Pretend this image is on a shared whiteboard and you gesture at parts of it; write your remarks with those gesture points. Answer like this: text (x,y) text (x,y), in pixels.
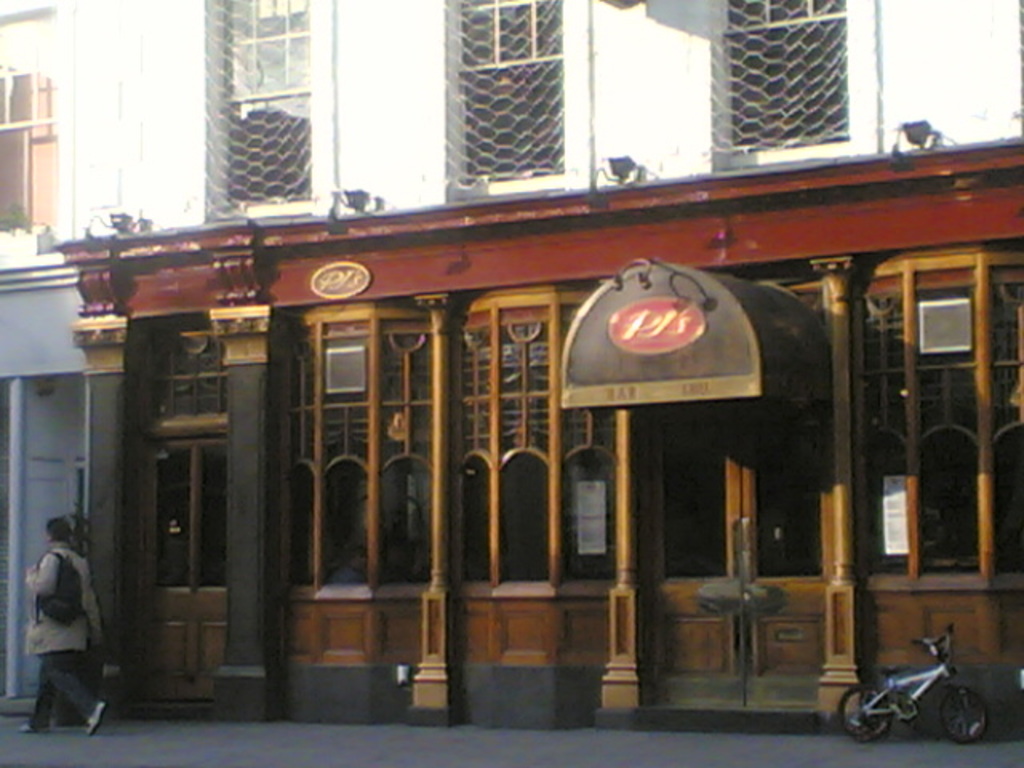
This picture shows a building (487,148) and we see a bicycle (877,724) parked on the sidewalk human (39,668) walking holding a bag (67,583).
